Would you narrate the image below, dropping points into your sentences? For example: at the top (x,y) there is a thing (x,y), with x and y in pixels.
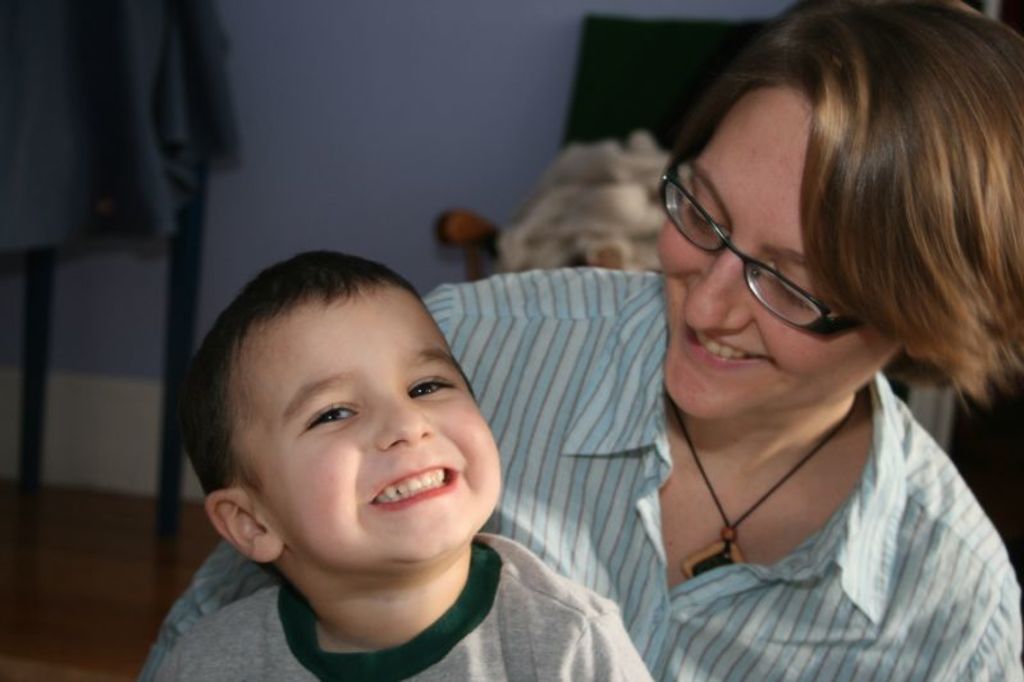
In this image in the center (639,453) there are persons (582,512) smiling. In the background (37,320) there is a stand (173,280) which is black in colour and there is a chair (614,100), on the chair (637,79) there is a cloth (599,196) which is white in colour.
